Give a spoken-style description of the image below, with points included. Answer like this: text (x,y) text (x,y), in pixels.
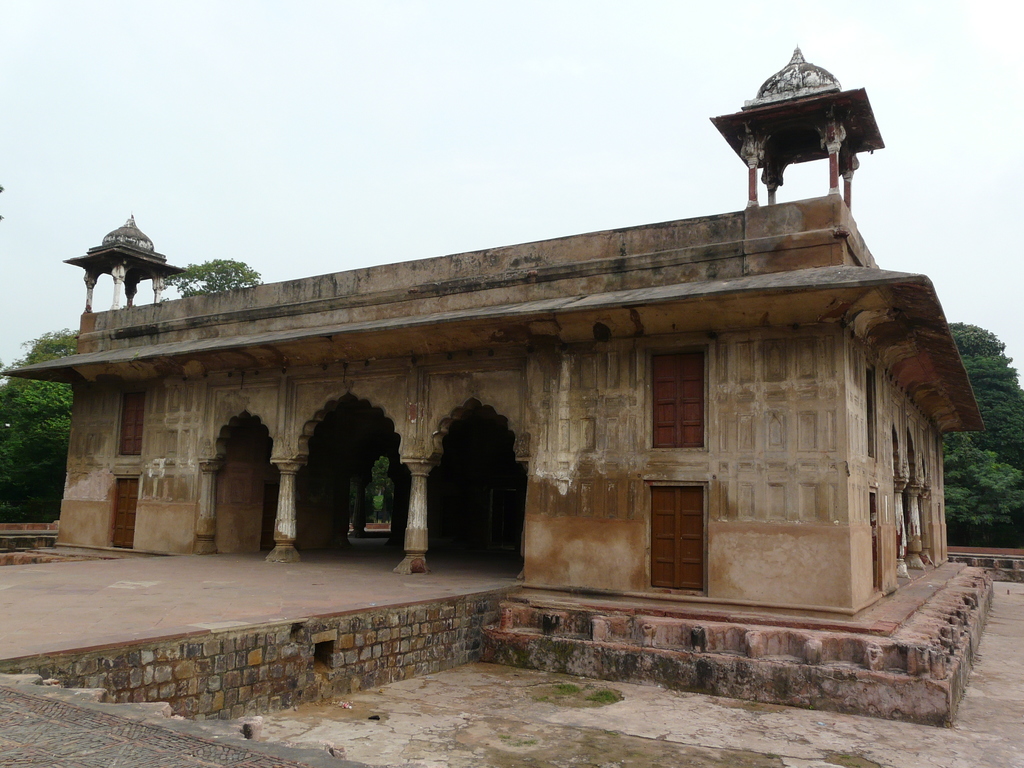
This image is taken outdoors. At the top of the image (332,96) there is the sky (616,129) with clouds (494,129). In the background (221,283) there are many trees (994,464) with leaves (978,398), stems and branches (40,388). In the middle of the image (387,451) there is an architecture (742,456) with walls (637,489), windows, pillars (292,486) and a roof (727,302). At the bottom of the image (359,757) there is a floor (43,644).
